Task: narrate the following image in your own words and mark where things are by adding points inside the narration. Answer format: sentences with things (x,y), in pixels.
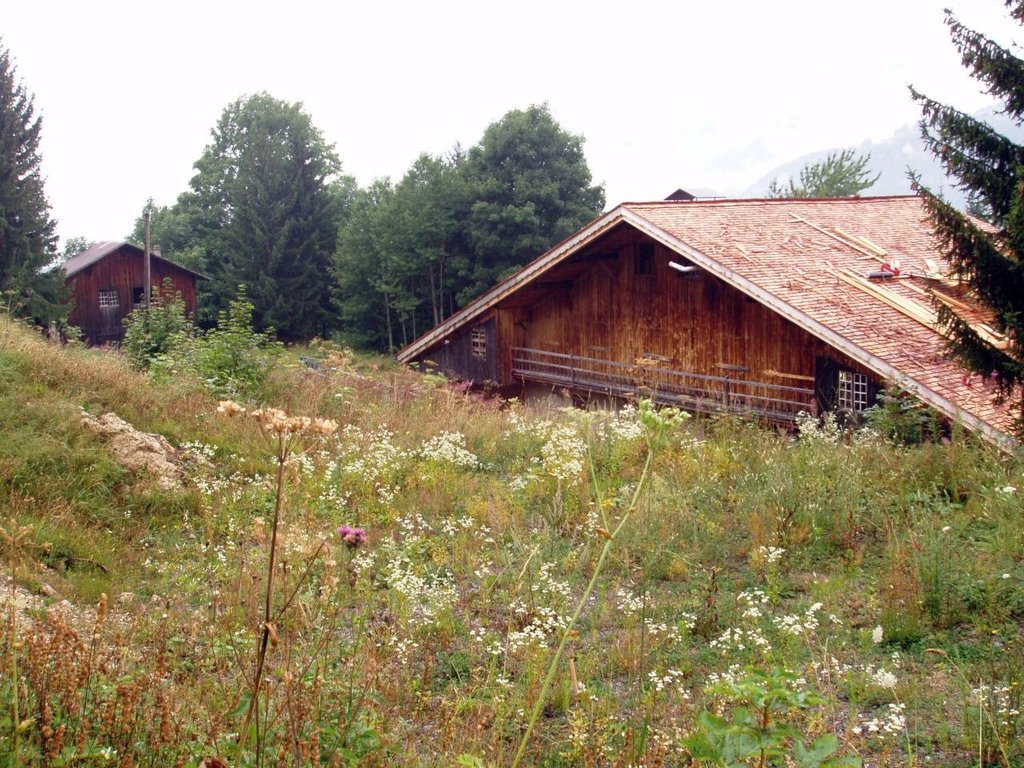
In this image I can see the white and pink color flowers (339,500) to the plants (256,468). In the background (456,357) I can see the wooden houses (509,348), many trees (333,334) and the sky (348,121).
